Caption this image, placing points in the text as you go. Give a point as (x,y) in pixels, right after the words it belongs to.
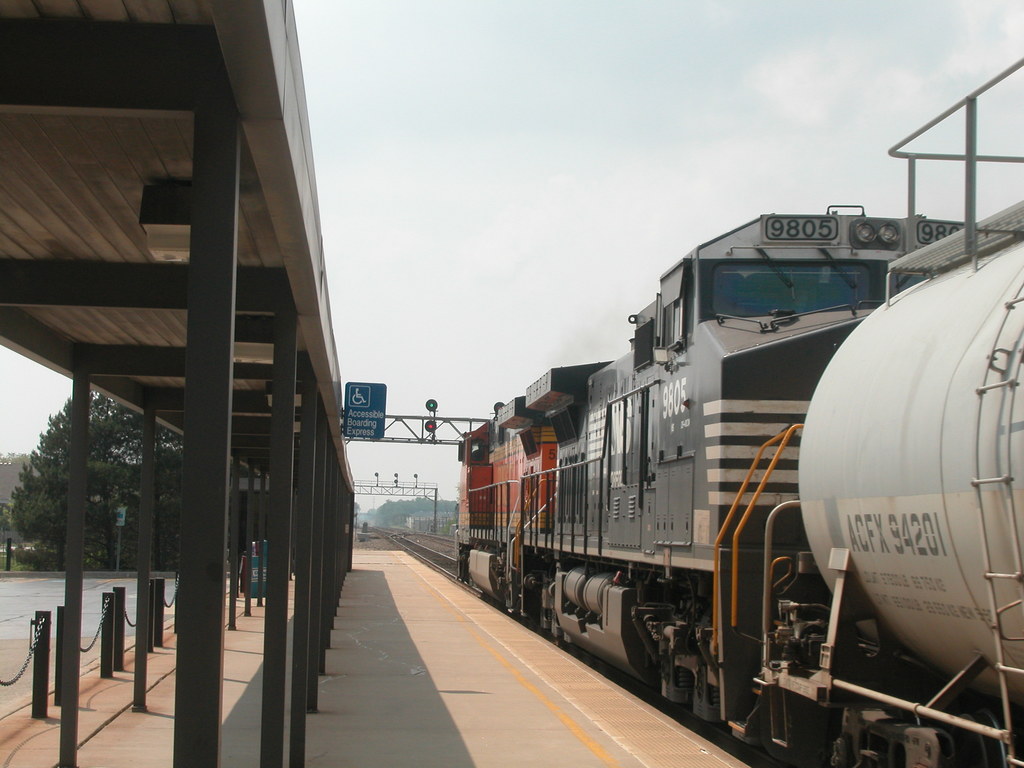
In this picture, there is a train (741,581) towards the right (919,642). Beside it, there is a platform (363,580) with poles (215,607). In the center (365,438), there is a board (370,416) and a signal light (428,404). Towards the left (97,487), there is a tree (141,427). On the top (502,114), there is a sky (616,145) with clouds (694,188).
